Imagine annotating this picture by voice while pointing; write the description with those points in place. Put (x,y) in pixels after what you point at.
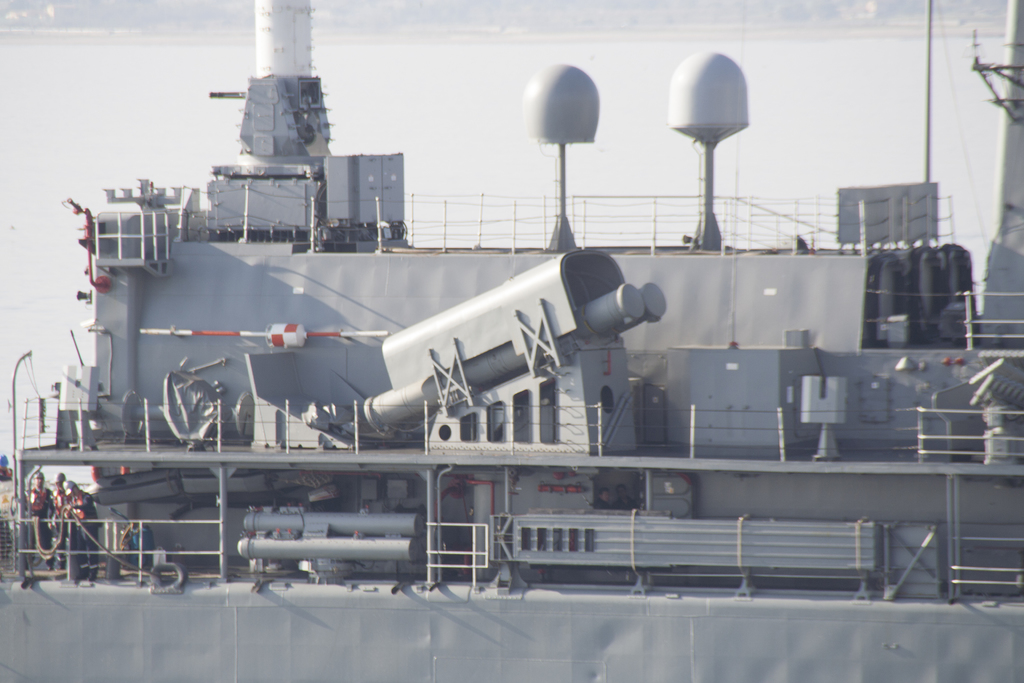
In this image there is a ship (446,490). In the bottom left (46,512) there are people (84,515) standing on the ship (19,515). In front of them there is a railing (73,521). Behind the ship (146,509) there is the water (404,76).
